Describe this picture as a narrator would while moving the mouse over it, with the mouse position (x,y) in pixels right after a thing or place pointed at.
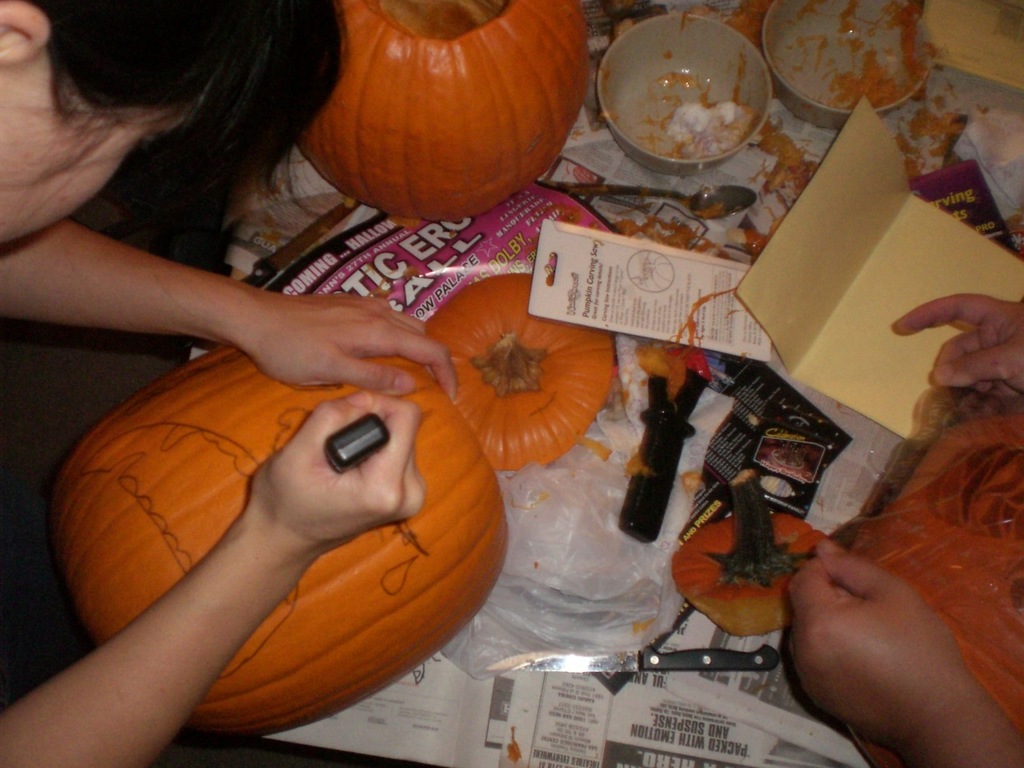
In this image, at the left side (65,677) there is a woman (65,677) sitting and she is holding a marker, at the right side (858,640) we can see two hands (963,357) of a person (959,344), there are some objects (880,271) and we can see two bowls (763,101).
